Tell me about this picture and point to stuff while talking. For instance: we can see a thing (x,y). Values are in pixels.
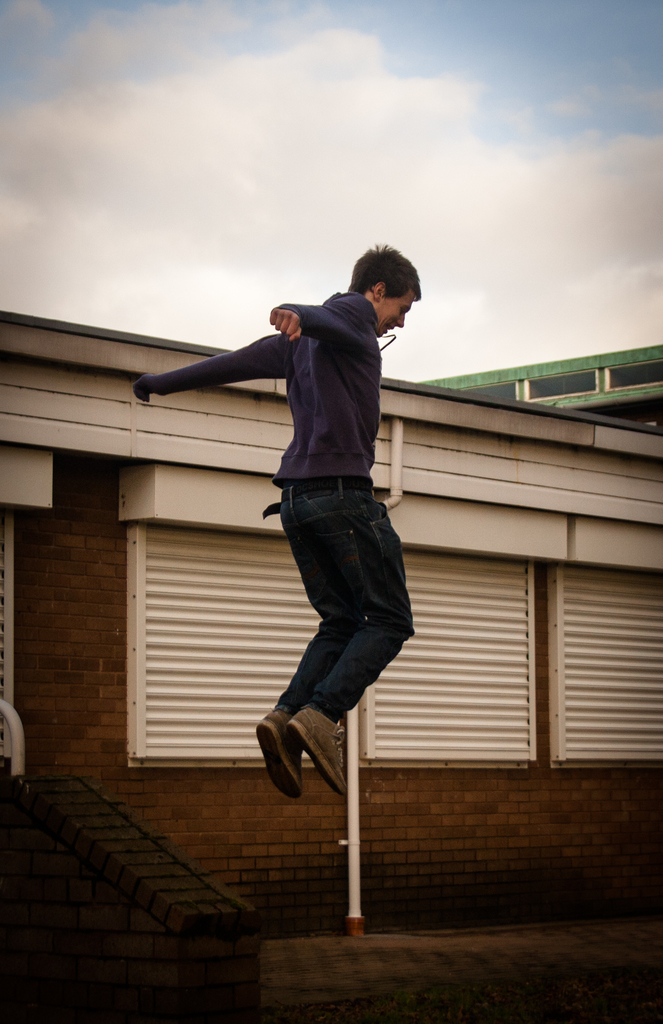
In the foreground of this image (326,558), there is a man (313,535) in the air. In the background (322,896), there is a building (541,517). On the top (568,35), there is the sky (369,106) and the cloud (304,126).
